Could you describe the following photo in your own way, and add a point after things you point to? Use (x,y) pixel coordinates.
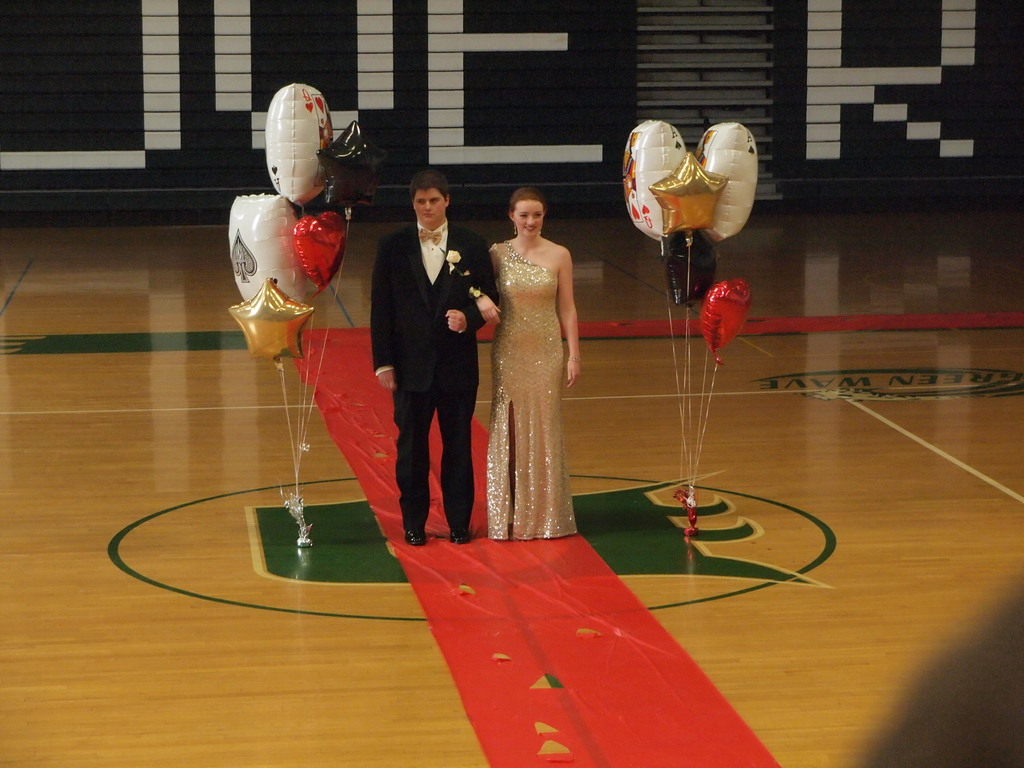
This is looking like a stage (998,436). Here I can see a man (415,297) and a woman (532,321) standing and giving pose for the picture. Beside these persons (512,433) I can see some balloons (694,244). On the top of the image (567,57) there is a wall (596,71).
